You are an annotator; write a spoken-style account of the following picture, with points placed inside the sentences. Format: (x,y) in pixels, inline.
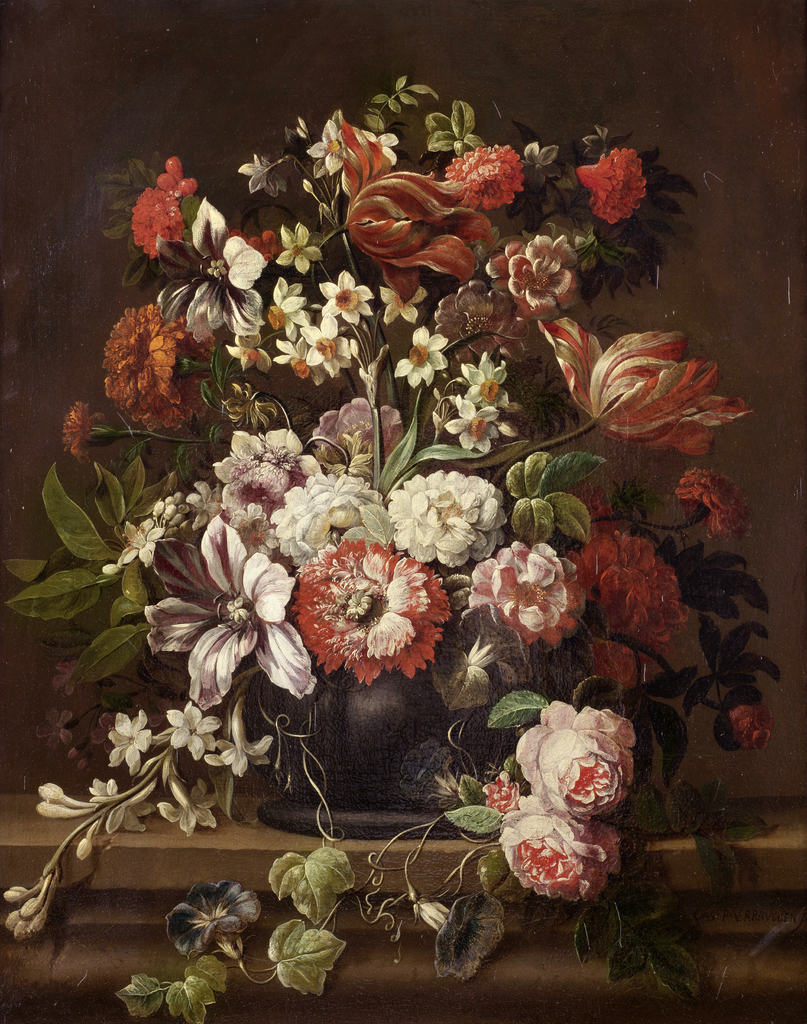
There is a flower vase (360,717) which is having flowers (506,153) which are in different colors and green color leaves (563,478) on the wall (288,838). And the background (673,38) is dark in color.
